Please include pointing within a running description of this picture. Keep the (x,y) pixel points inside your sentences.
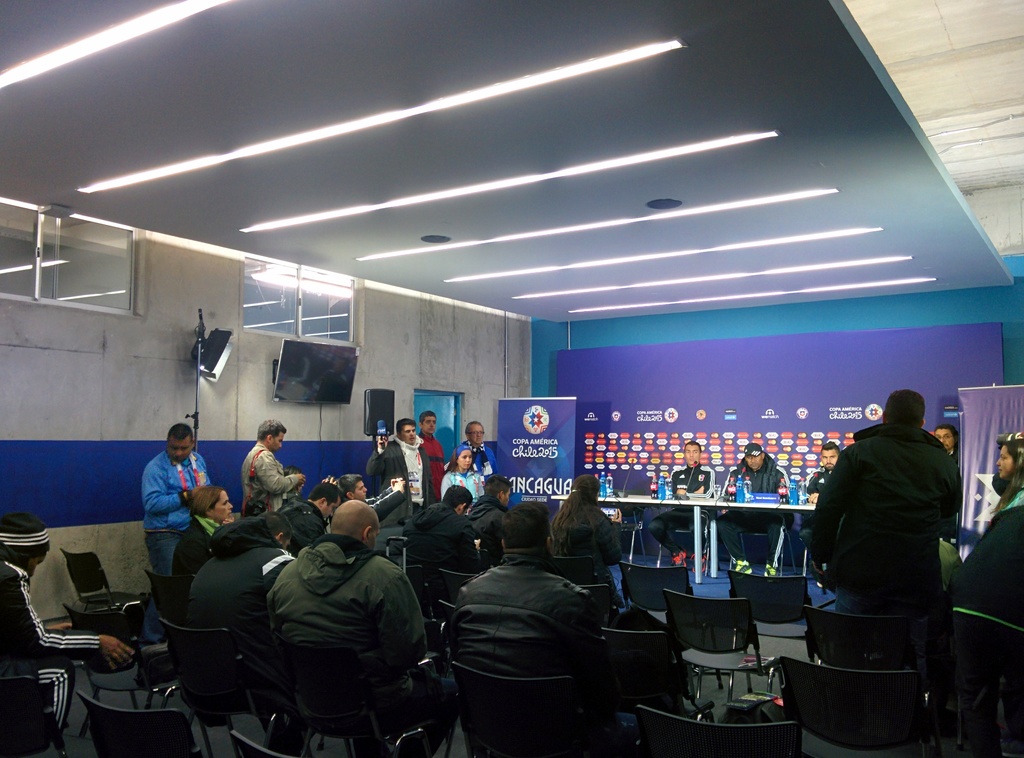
At the bottom of the image (329,514) few people (375,508) are standing and sitting. In the middle of the image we can see a table (811,508), on the table (653,501) we can see some microphones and bottles (668,497). Behind the tables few people (757,479) are sitting. Behind them we can see some banners (584,424). On the left side of the image (207,292) we can see a wall (181,360), on the wall (218,391) we can see a screen (276,393) and light (214,331). At the top of the image (311,214) we can see ceiling (370,112) and lights (353,122).
